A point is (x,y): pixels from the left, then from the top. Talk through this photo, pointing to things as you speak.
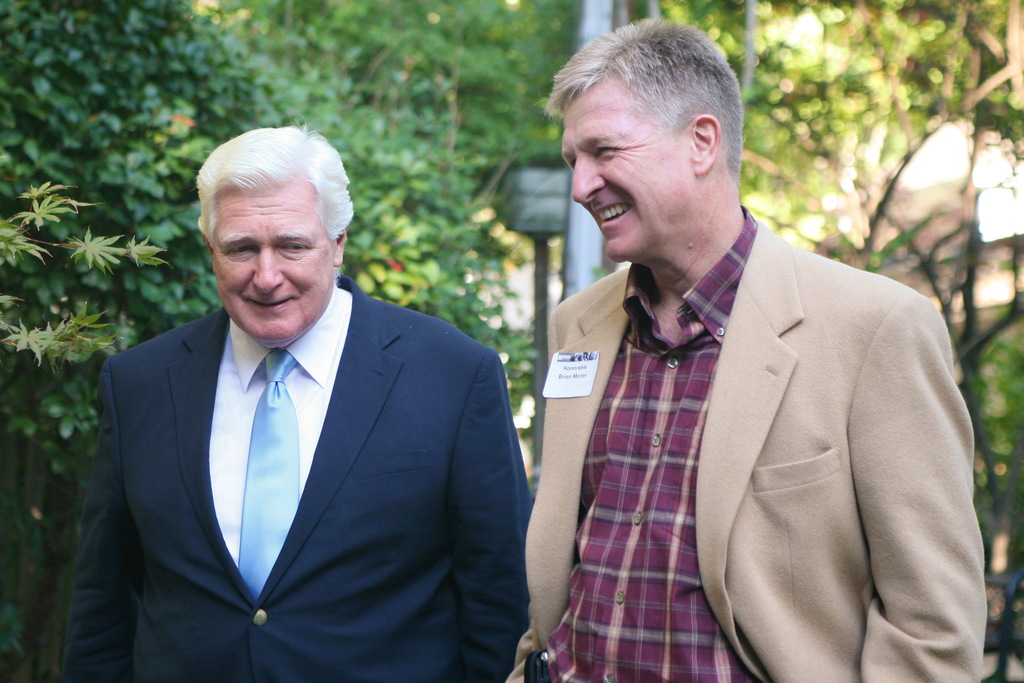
In this image, we can see two men (211,473) standing, they are wearing coats (304,590). In the background (131,215), we can see some plants (523,75) and trees (527,34).
